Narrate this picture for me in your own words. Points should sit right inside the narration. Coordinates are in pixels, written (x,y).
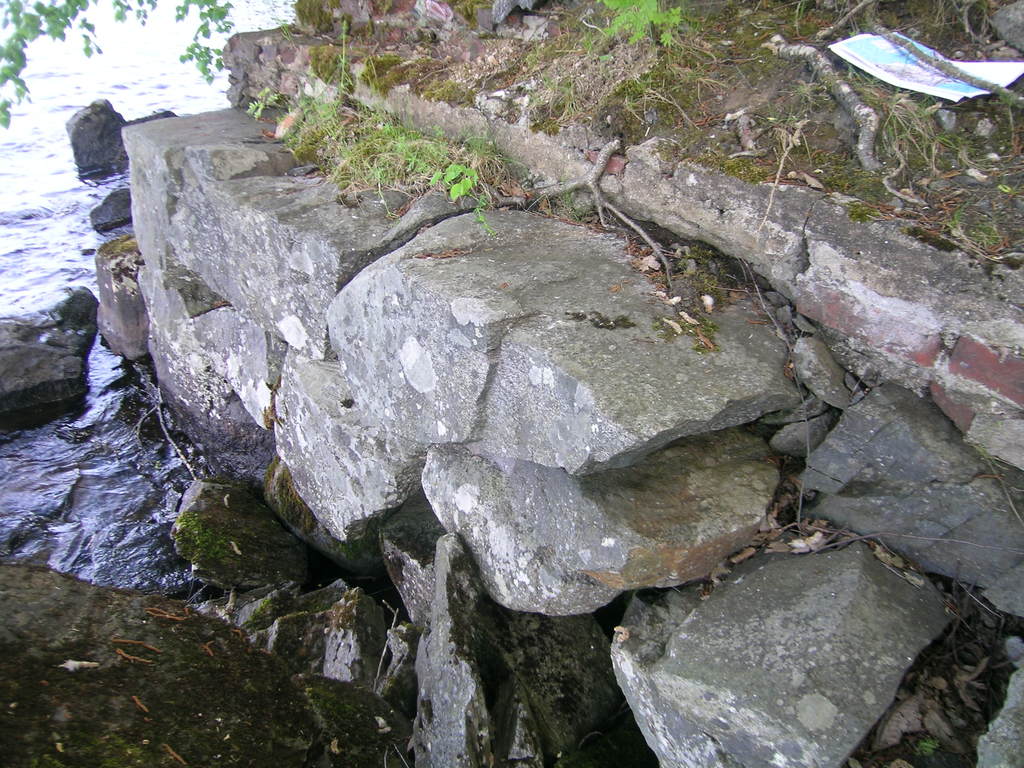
In this picture we can see some stones (532,244) and grass (383,139) in the image. Behind there is a river water (120,496).
